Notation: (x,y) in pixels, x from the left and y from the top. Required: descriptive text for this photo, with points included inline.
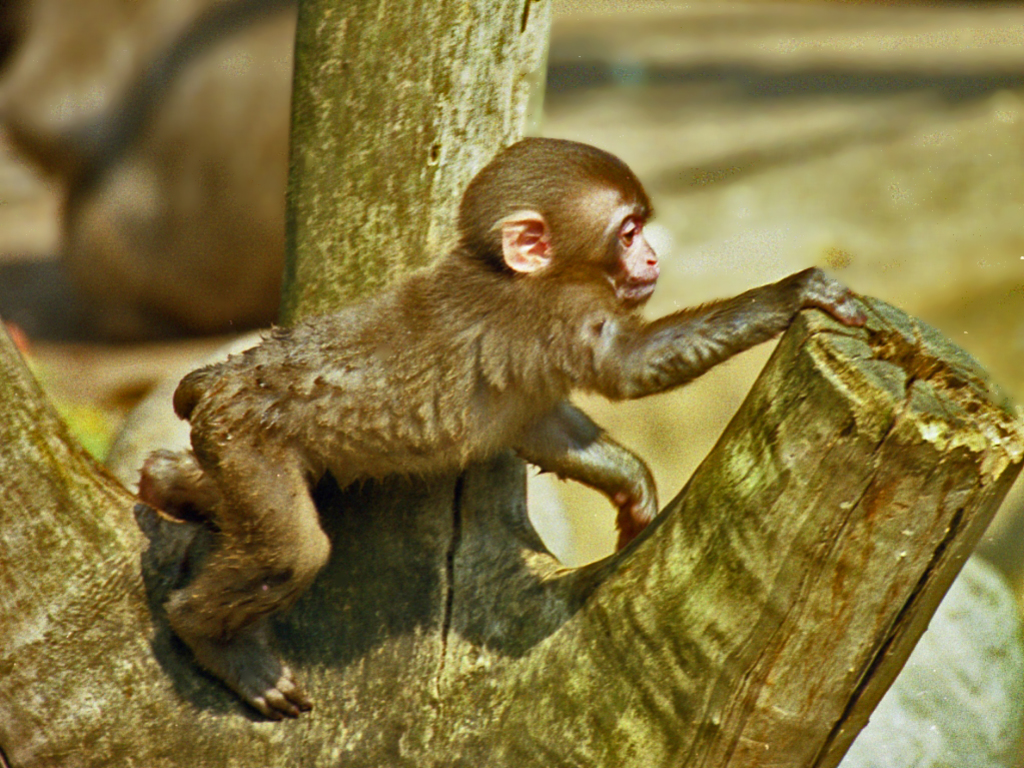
In this image I can see a monkey (462,351) on a trunk (468,630). The background (812,138) is blurred.
